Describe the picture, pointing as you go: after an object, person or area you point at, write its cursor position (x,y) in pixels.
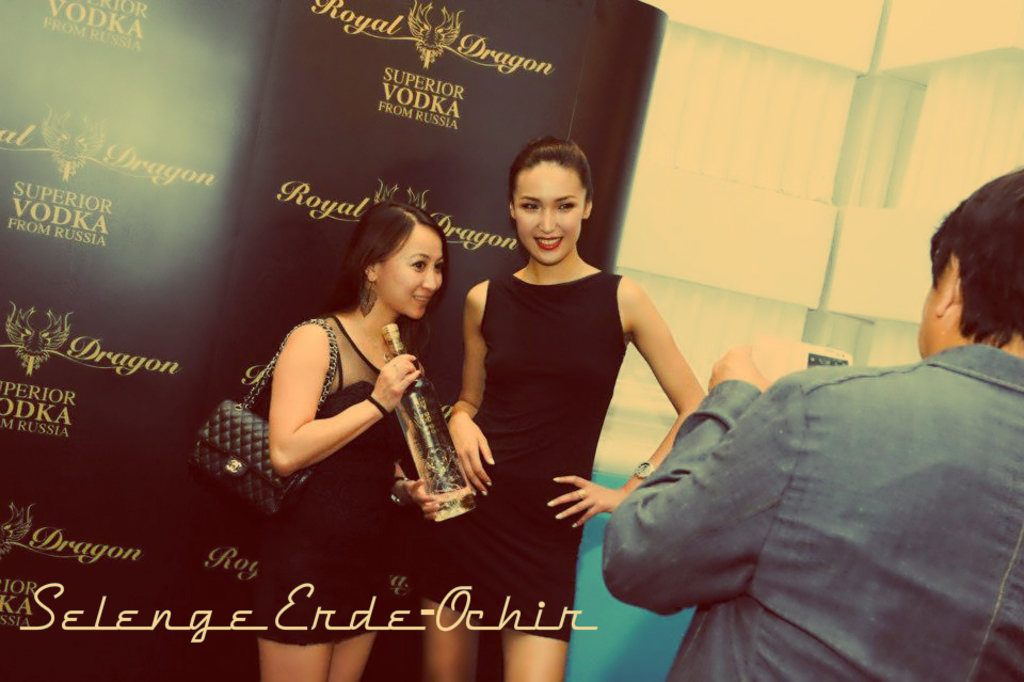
In the center of the image (471,385) we can see three persons (589,422) are standing and they are in different costumes (773,434). Among them, we can see two persons (720,428) are holding some objects (418,444). At the bottom of the image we can see some text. In the background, we can see some text (64,187).
